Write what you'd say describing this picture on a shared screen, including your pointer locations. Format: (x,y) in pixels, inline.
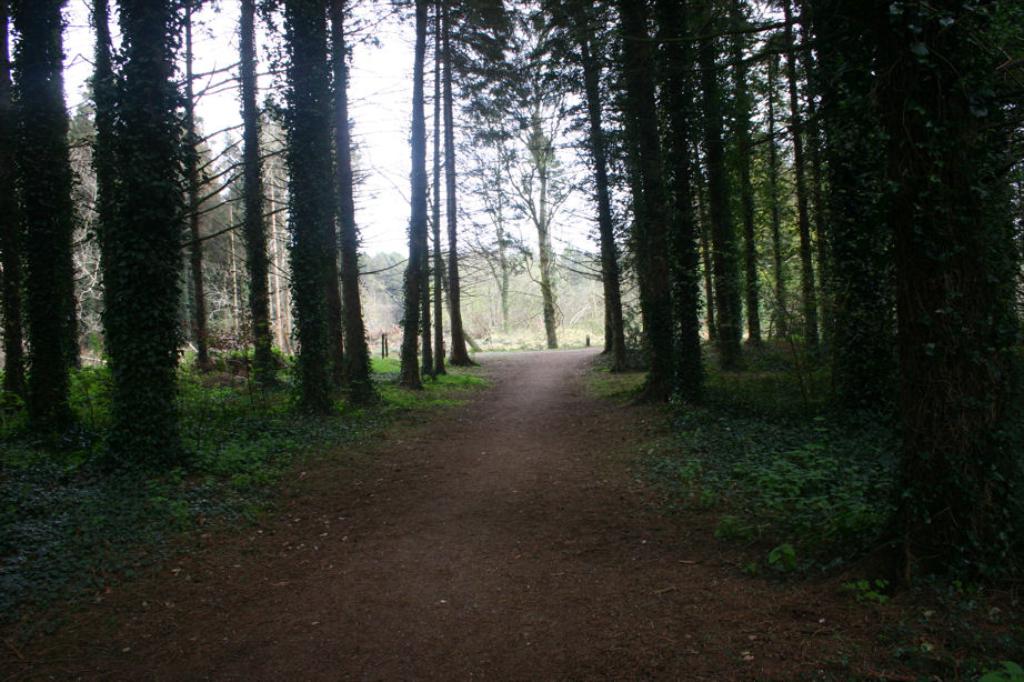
In this picture I can observe a path (449,519) in the middle of the picture (459,426). On either sides of the picture I can observe trees (736,228). In the background (378,167) there is sky (392,201).
